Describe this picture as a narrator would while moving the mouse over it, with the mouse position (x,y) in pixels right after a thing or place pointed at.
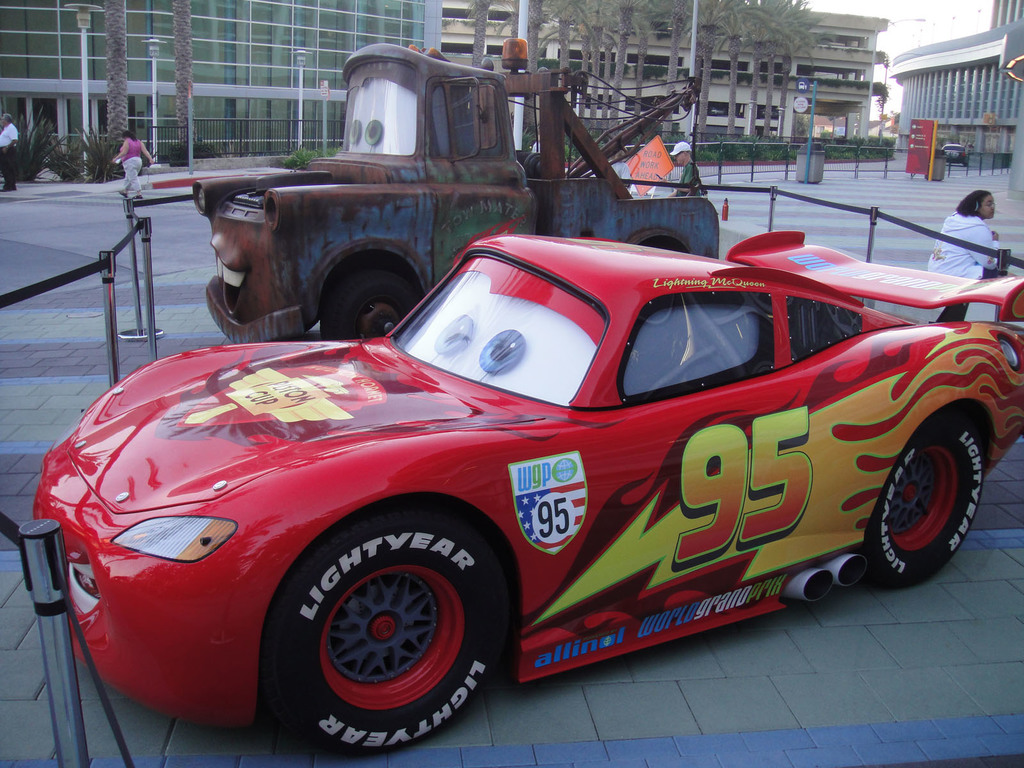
In this picture I can observe red color car (439,593). In front of the car (280,458) there is a ribbon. In the background (148,85) there are buildings (493,17) and trees (641,29).
